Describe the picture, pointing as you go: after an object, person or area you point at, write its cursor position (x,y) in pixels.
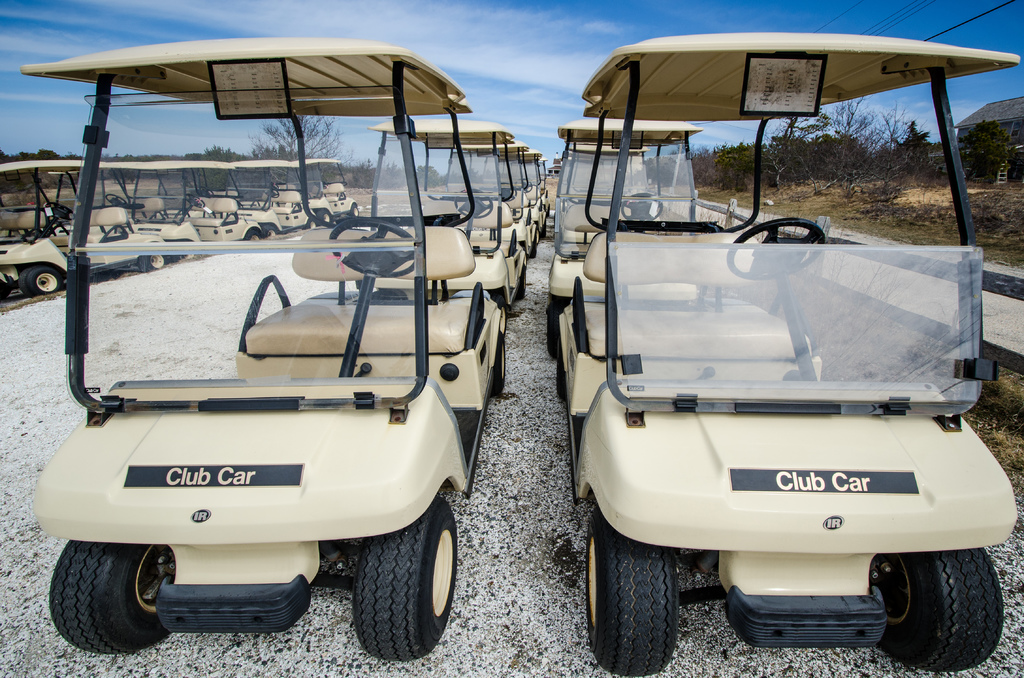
In this image I can see few vehicles (365,495), they are in black and brown color. Background (723,133) I can see trees (883,176) in green color and the sky (574,36) is in blue and white color.
